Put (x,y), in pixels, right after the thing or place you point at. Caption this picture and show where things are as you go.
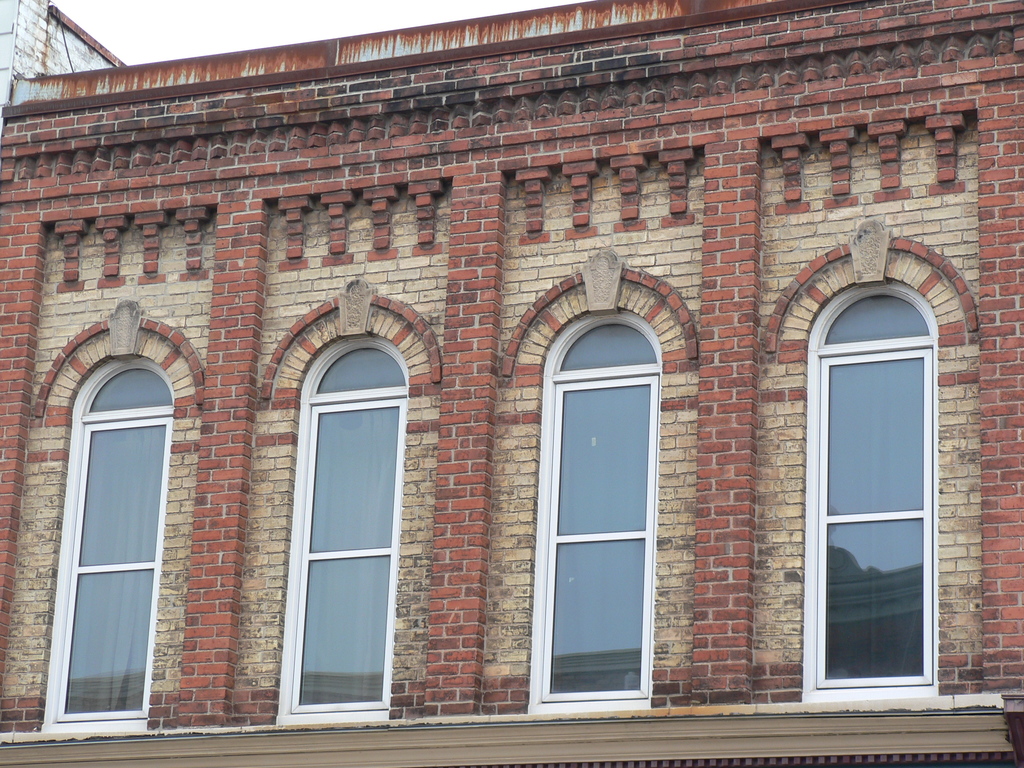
Here I can see a building (276,441) along with windows (349,574). At the top of the image (226,36) I can see the sky (214,25).
